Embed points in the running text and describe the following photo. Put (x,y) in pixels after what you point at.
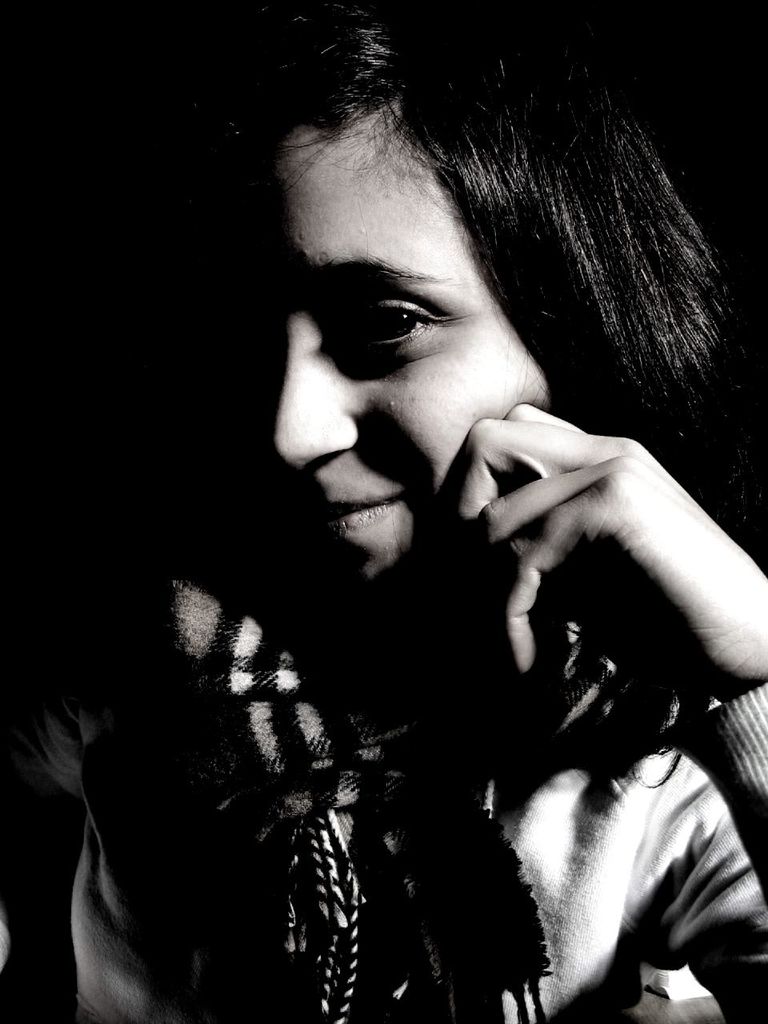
In this black and white picture there is a woman (380,792) wearing a scarf (344,816).
